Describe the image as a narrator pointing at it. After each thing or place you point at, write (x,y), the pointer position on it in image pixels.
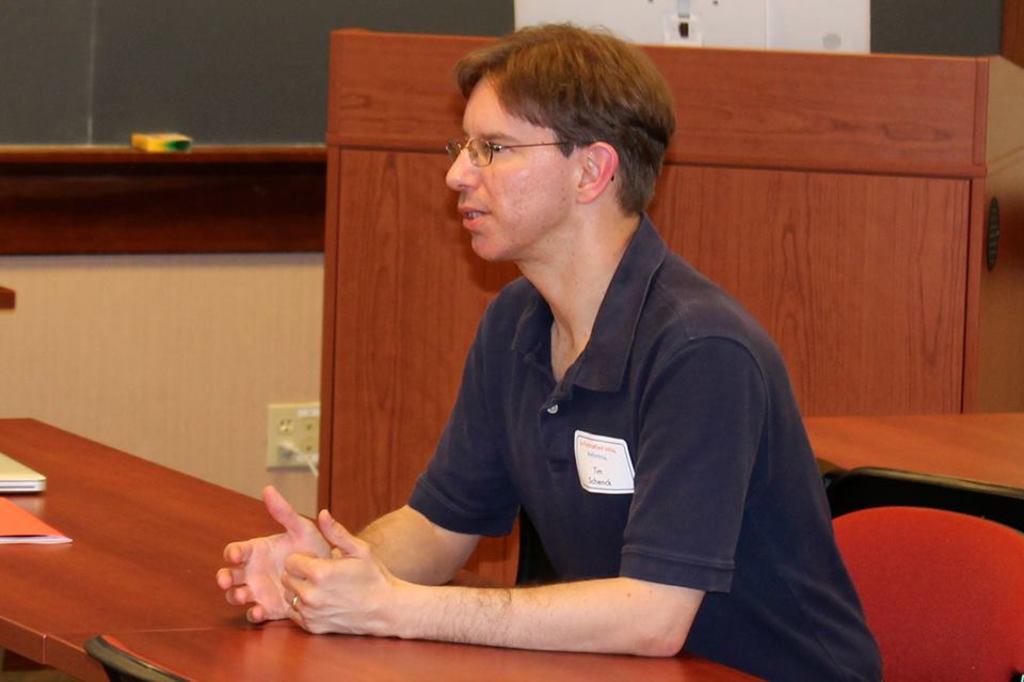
In this image we can see a person (604,538) sitting on the chair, there are some tables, on the table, we can see a book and a laptop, also we can see a wooden box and a socket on the wall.
